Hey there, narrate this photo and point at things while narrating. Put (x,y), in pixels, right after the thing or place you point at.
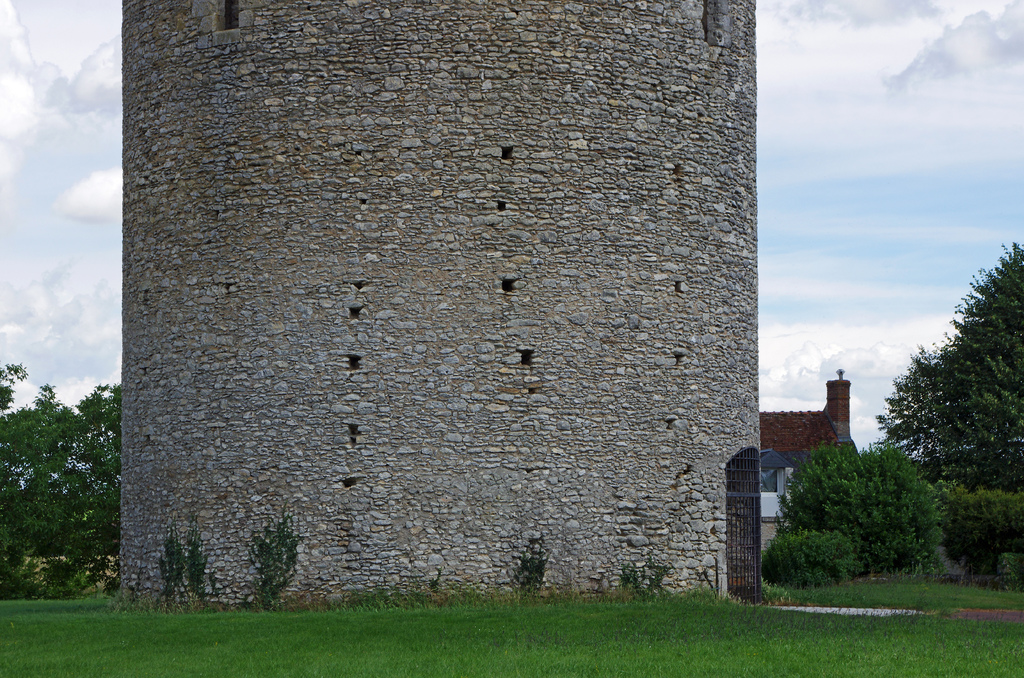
In the center of the image (440,319) there is a tower (460,455) and plants (451,597). In the background (44,375) there is a building (808,422), trees (53,448), sky (889,302) and clouds (811,135).
